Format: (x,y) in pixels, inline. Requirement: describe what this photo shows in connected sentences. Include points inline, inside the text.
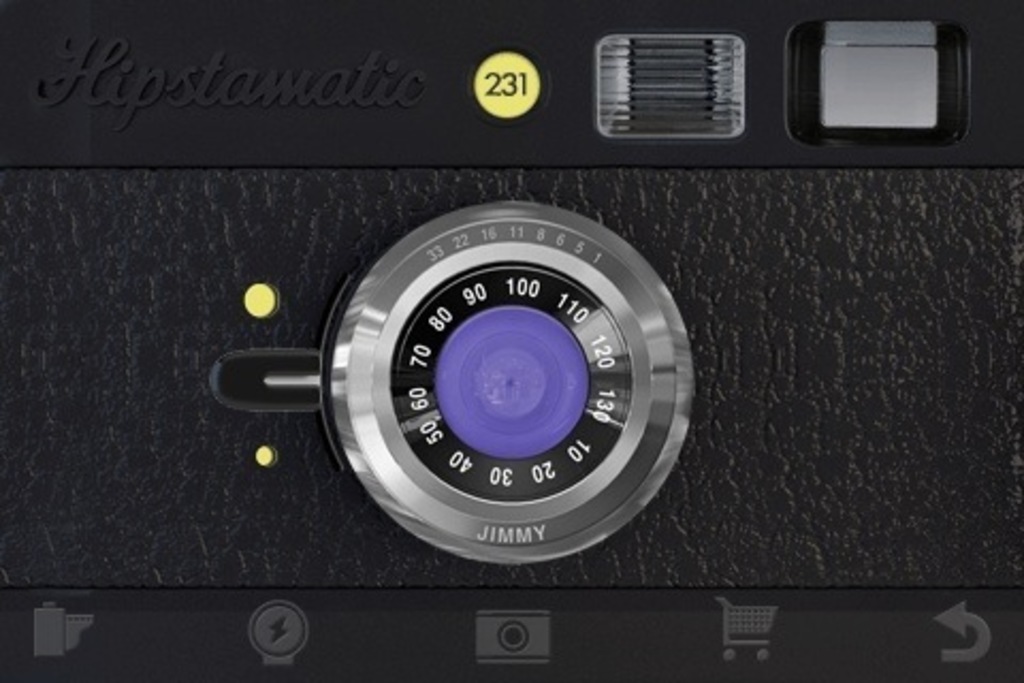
In the middle of this image (512,285), there is a tuner (655,377) having numbers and a word (519,529). At the bottom of this image (264,643), there are icons (544,658). At the top of this image (928,58), there are lights (678,98) and a text (276,89). And the background of this image (1000,89) is black in color.
